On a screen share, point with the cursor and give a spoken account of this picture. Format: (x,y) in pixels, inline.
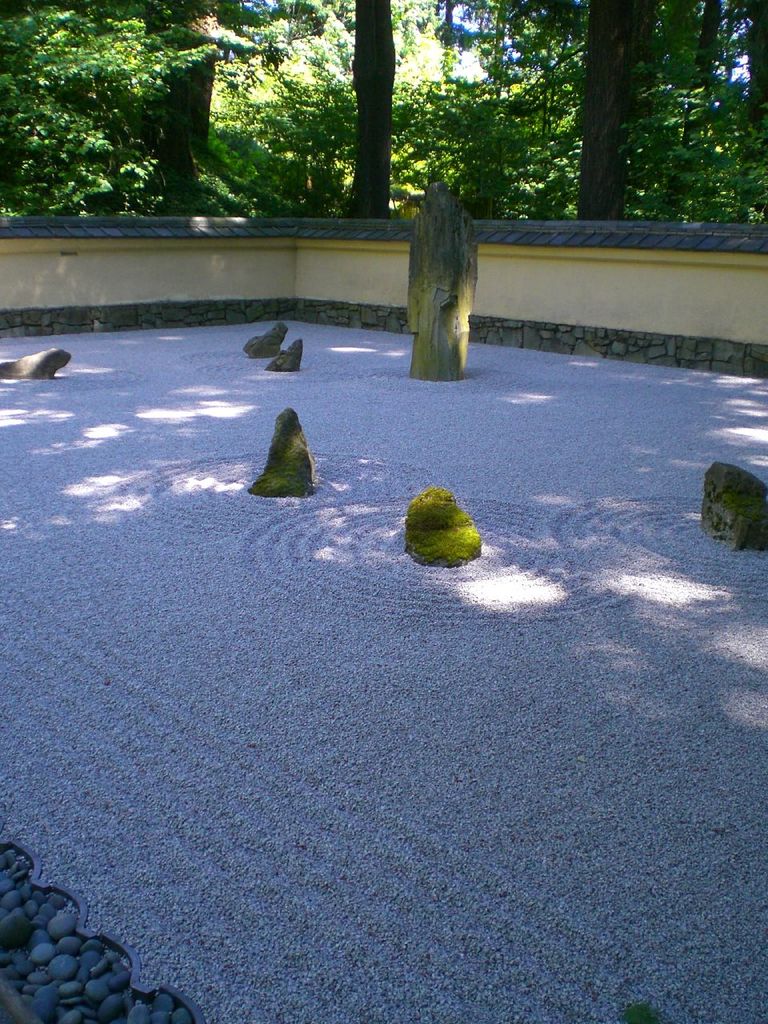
In this image I can see few stones (449,534) in the centre (450,555) and in the background (561,149) I can see number of trees (5,93). I can also see shadows (566,532) on the ground (396,725).
